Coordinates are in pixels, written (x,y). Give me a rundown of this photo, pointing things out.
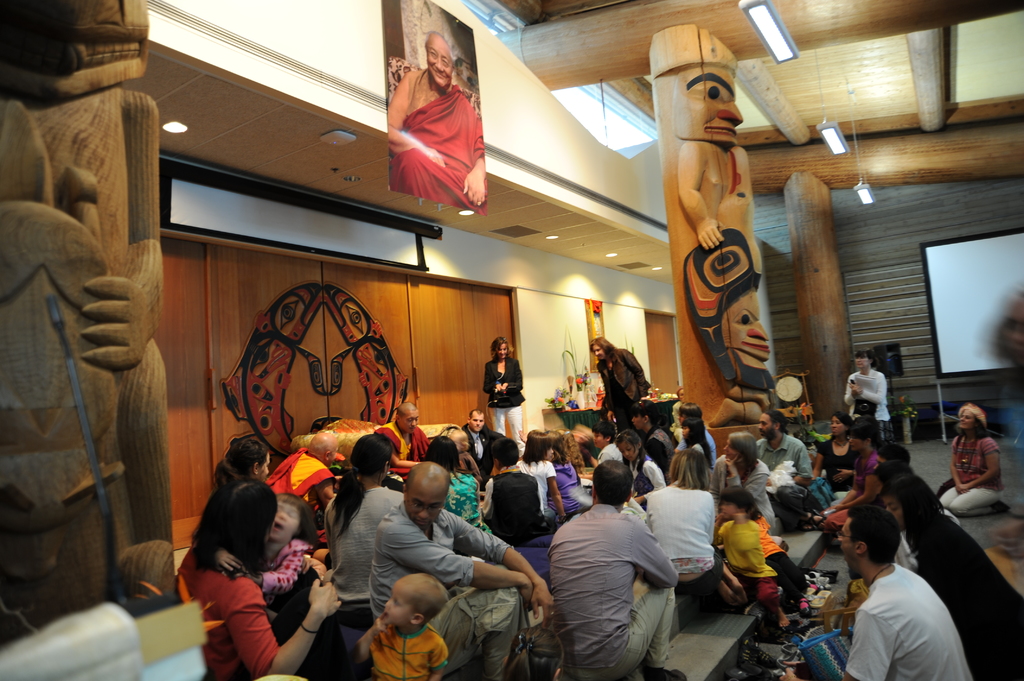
In the picture I can see a group of people (760,444) sitting on the staircase (666,650). I can see a man (418,462) sitting on the sofa (356,443). There is a screen (987,286) on the right side (944,299). I can see a photo frame (422,52) at the top of the picture (412,154). I can see the design wooden pillars (62,371). There is a lighting arrangement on the roof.
